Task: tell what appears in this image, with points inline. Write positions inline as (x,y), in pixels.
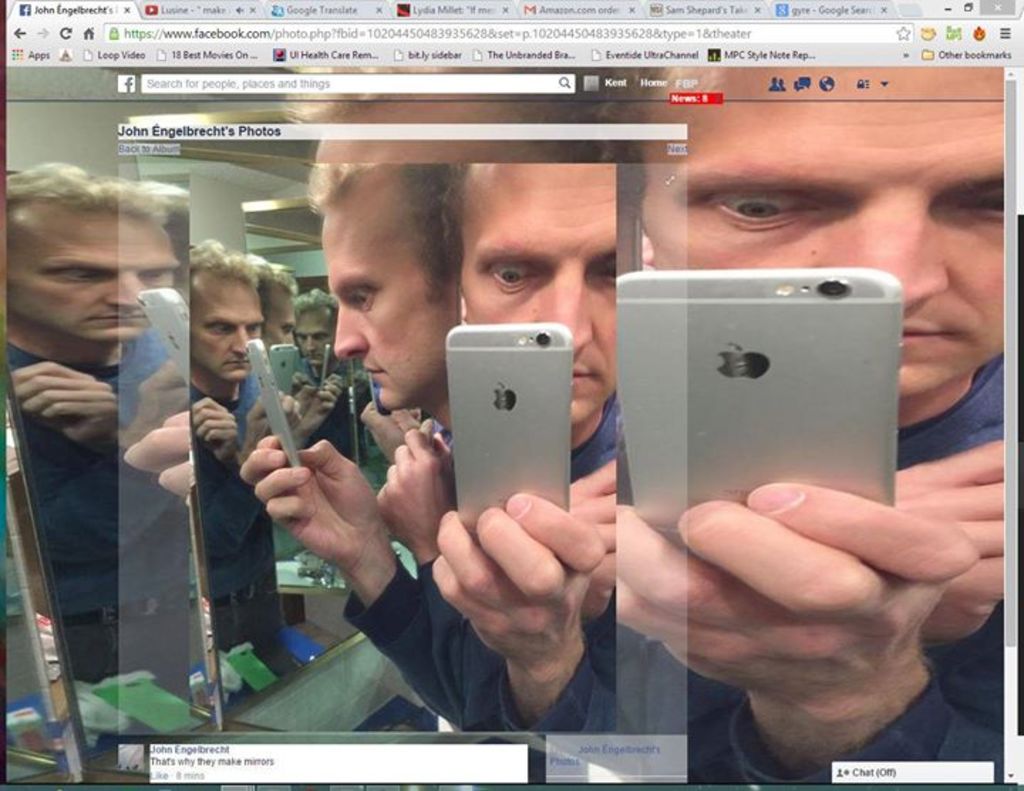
In this picture we can see a screen (402,532). On the screen (67,752) there is a person (434,397) who is holding a mobile (550,476) with his hand (534,588).
